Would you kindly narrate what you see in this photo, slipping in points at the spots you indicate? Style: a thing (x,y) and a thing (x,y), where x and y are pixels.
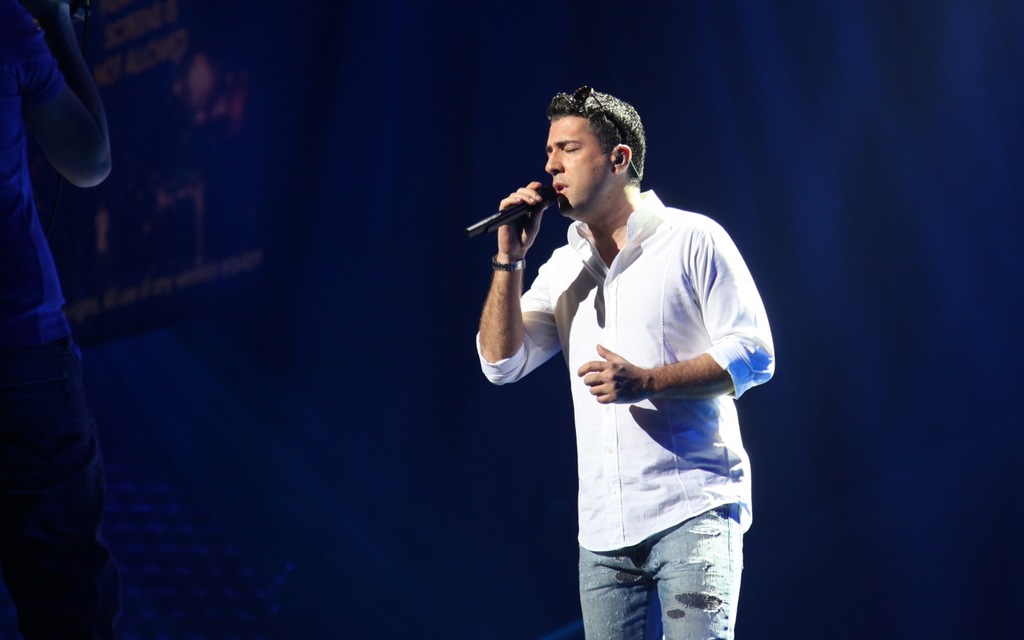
In this image there is a man (587,216) standing and singing a song in the microphone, and at the back ground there is a screen (153,292).
